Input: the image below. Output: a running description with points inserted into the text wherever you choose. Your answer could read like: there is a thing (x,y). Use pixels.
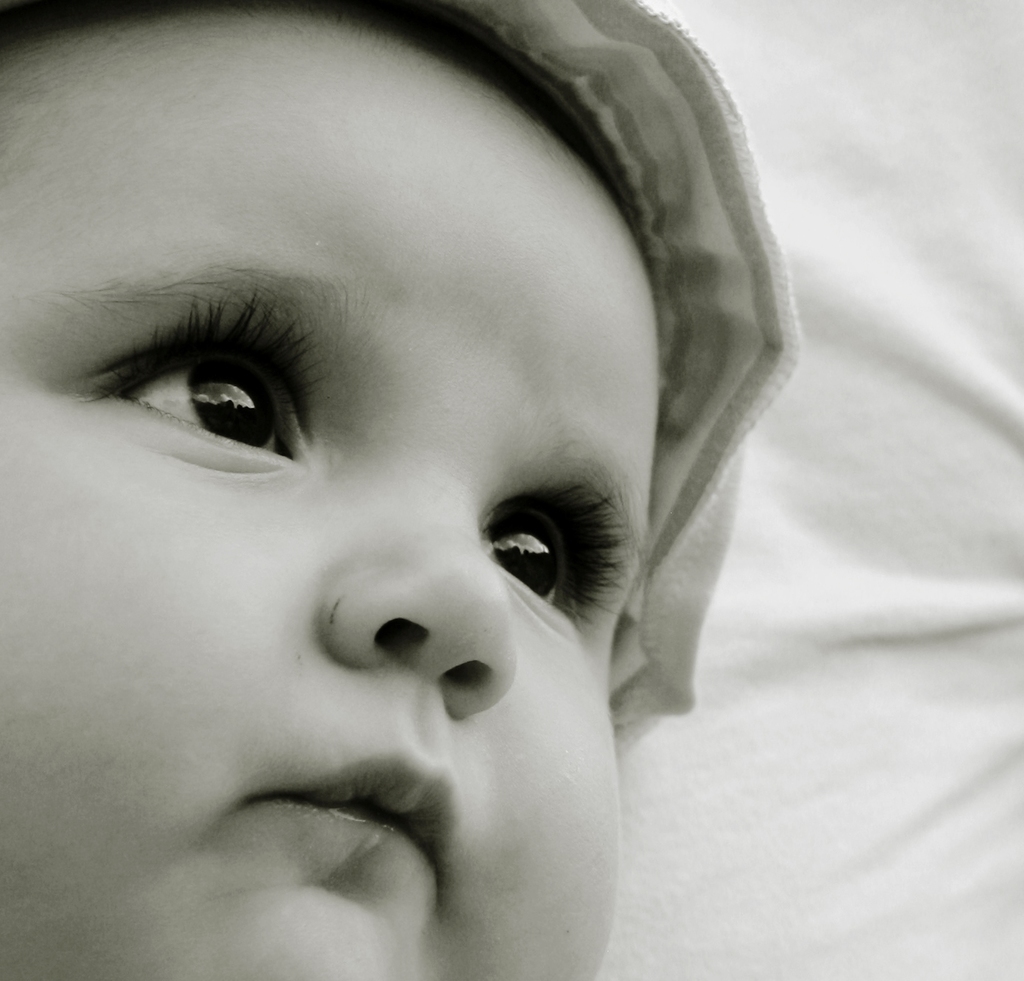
This is a black and white picture, in the image there is a face (527,918) of baby (135,51) visible with a cap (713,397) on head (133,33) and beside the baby (605,818) there is a cloth (856,416).
